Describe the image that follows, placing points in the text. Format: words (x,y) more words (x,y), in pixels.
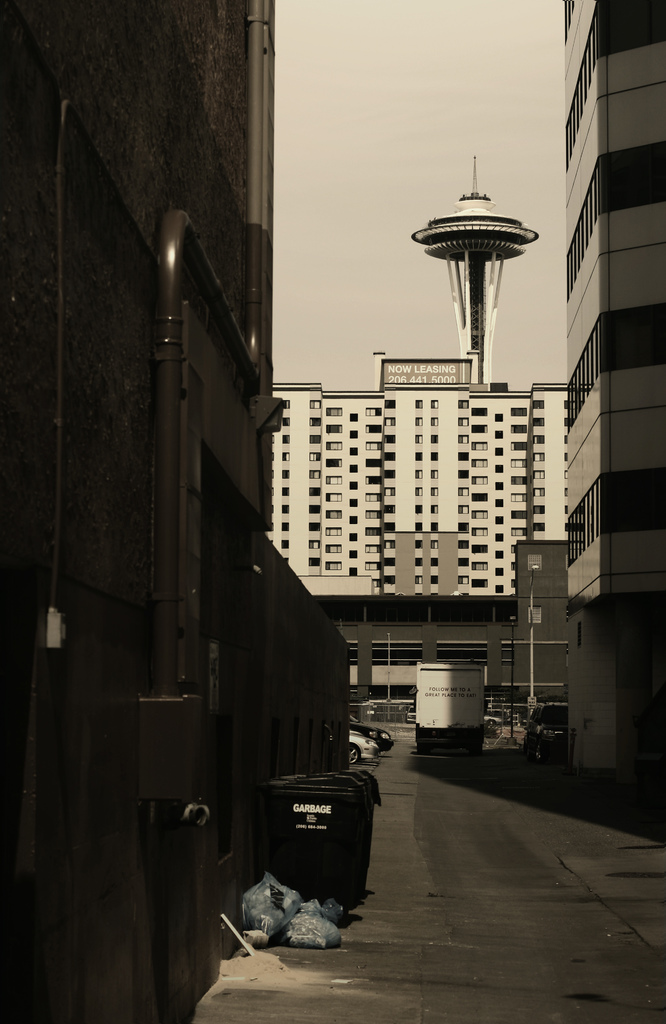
In this picture we can see a dustbin (305,830) and a few covers (325,947) on the path (323,963). We can see some vehicles (416,723) on the road (400,749). There are a few buildings (426,545) and a tower (519,238) in the background (551,485).
